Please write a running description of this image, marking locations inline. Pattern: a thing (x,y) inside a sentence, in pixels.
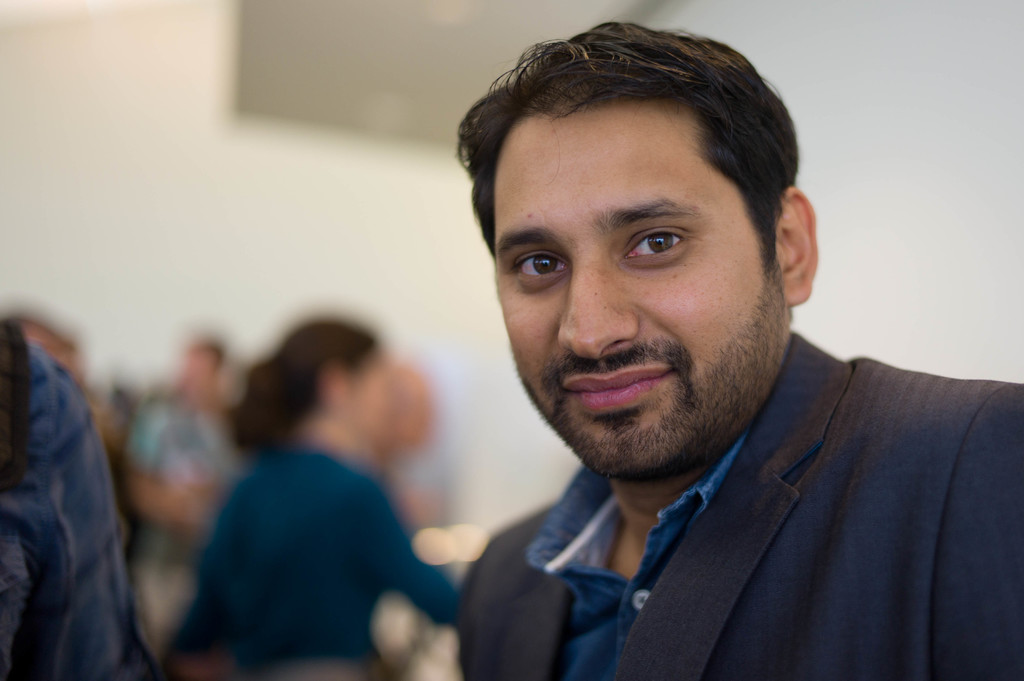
This image consists of a man (628,254) wearing blue suit (682,620). In the background (317,526), there are many people (254,441). And the background (12,132) is blurred.
